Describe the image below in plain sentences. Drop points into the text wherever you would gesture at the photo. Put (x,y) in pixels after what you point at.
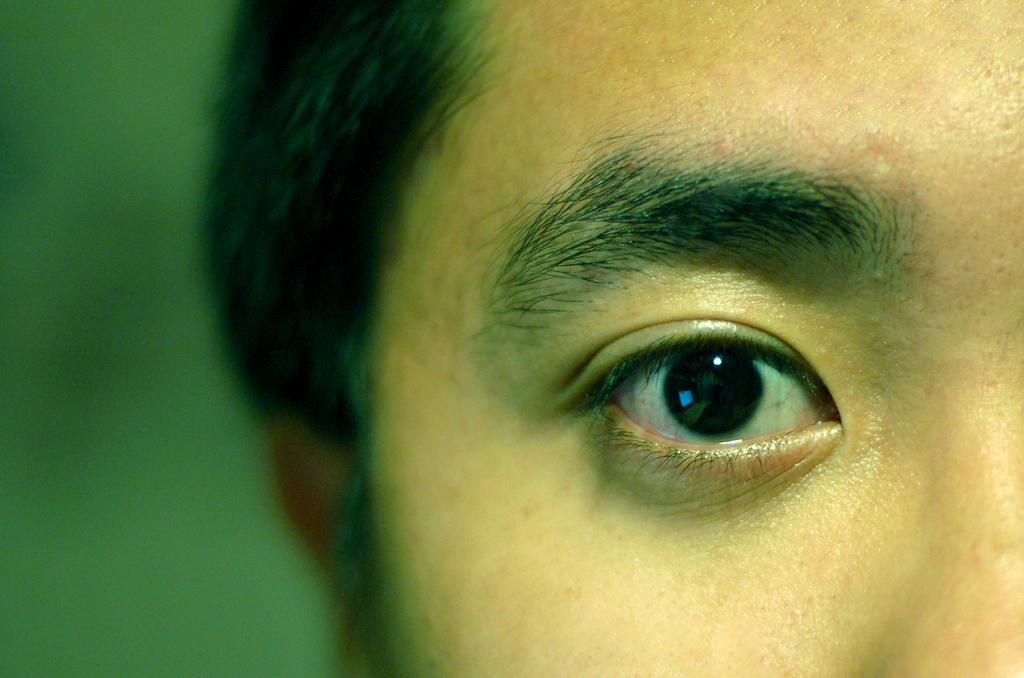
This picture is mainly highlighted with the partial face (485,260) of a person (487,195). On the left side of the picture (58,290) it's in green color.
